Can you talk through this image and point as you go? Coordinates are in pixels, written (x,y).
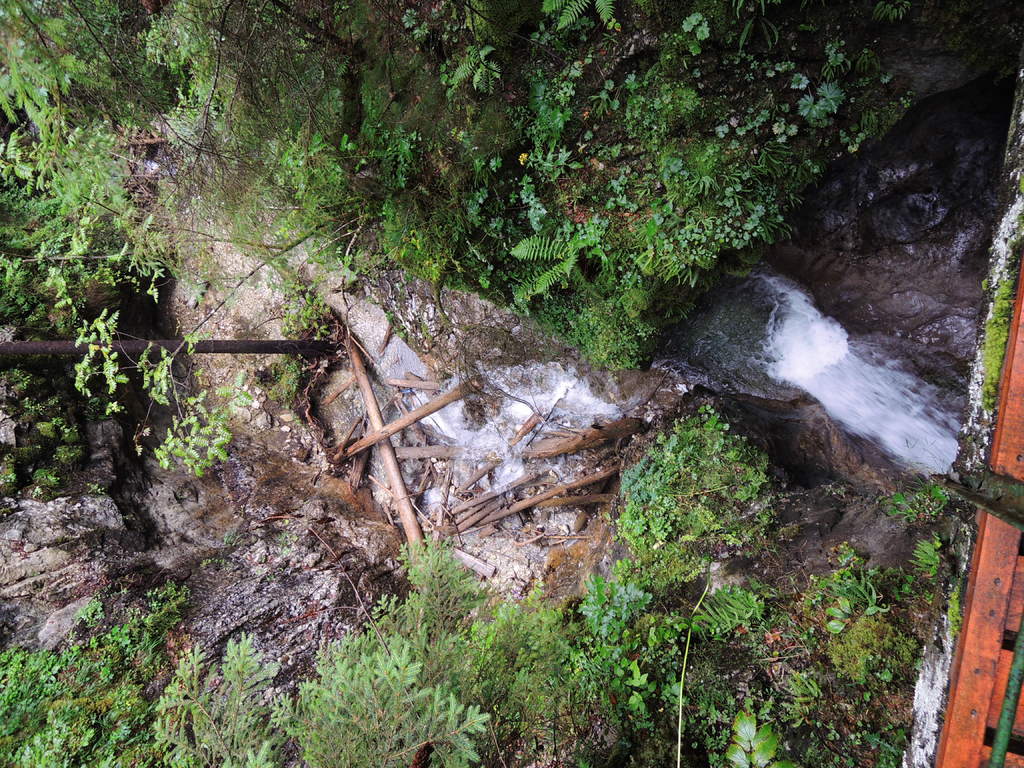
This image consists of water (532,433) flowing in the middle (578,396). To the left (253,739) and right, there are rocks (645,21) along with plants (610,356). To the right (959,625), it looks like a bridge (969,640).
